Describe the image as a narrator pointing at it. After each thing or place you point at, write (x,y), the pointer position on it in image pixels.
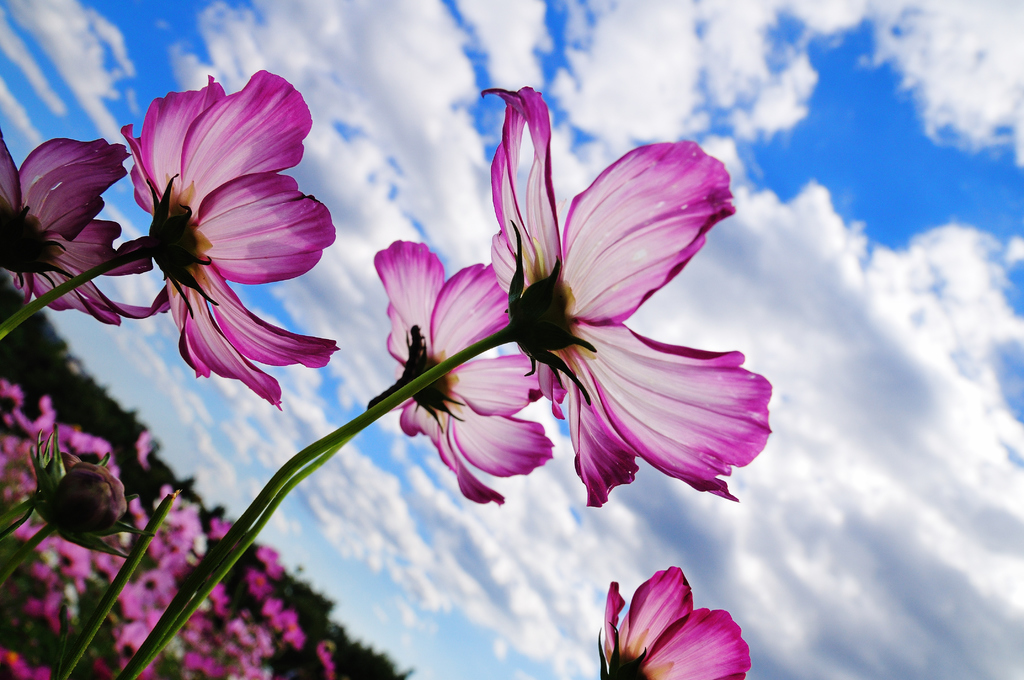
In this image we can see purple color flowers (610,599) and stems (228,555). Behind blue color sky (886,140) is there with clouds (368,169).
